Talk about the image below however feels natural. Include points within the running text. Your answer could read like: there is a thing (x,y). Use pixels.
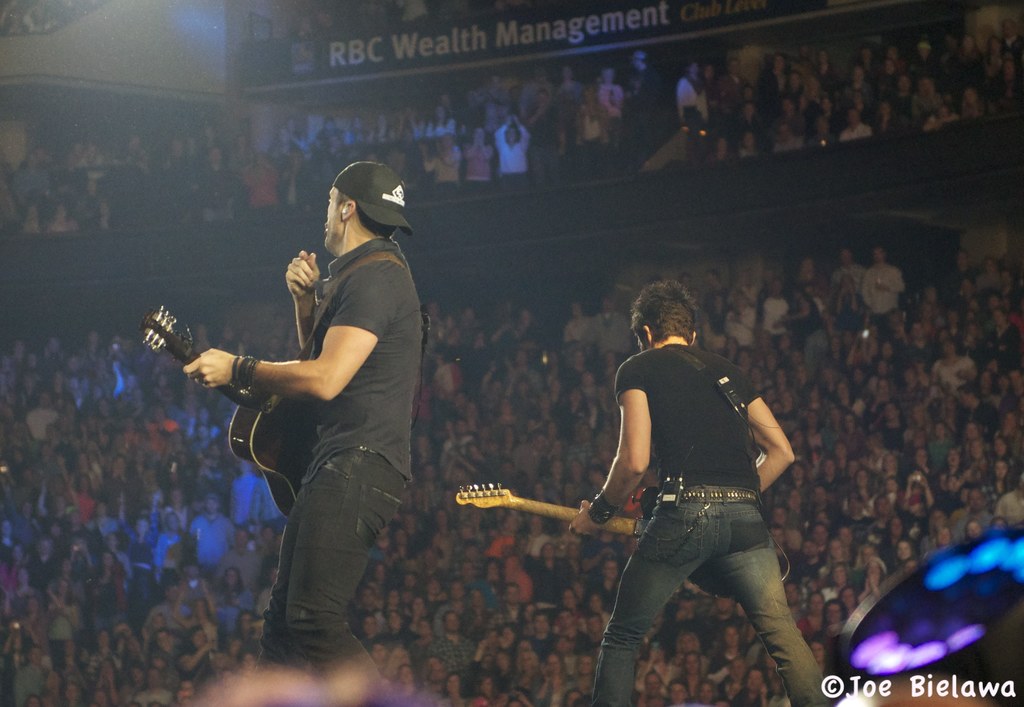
To the left side (318,516) there is a man (364,350) with black shirt (375,305) and pant (304,515) is standing and holding the guitar (287,463) in his hands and there is a black cap (365,212) on his head (353,217). Beside him to the right side (699,418) there is a man (697,418) with black t-shirt (713,462) is standing and holding the guitar (632,516) in his hands (586,509). In front of them there are many people (468,370). To the top of the image (623,32) there is a poster (636,33).
